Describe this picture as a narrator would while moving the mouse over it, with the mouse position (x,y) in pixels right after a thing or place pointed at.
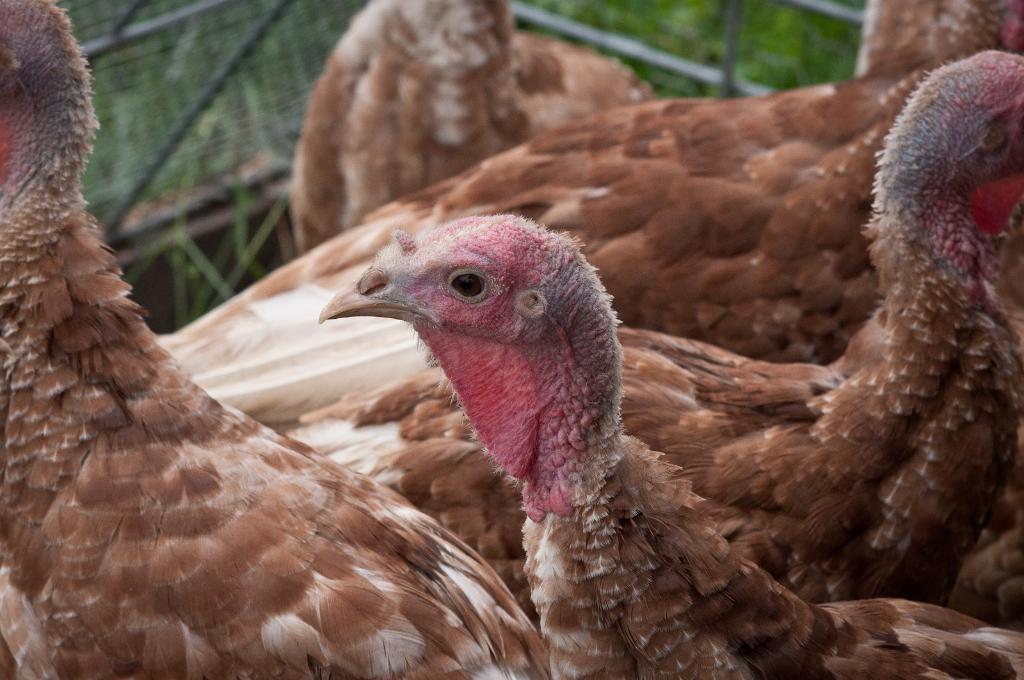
In this image we can see the turkeys (390,389). In the background (132,101) there is a net (187,135). Behind the net (216,15) few plants (673,43) are visible.
